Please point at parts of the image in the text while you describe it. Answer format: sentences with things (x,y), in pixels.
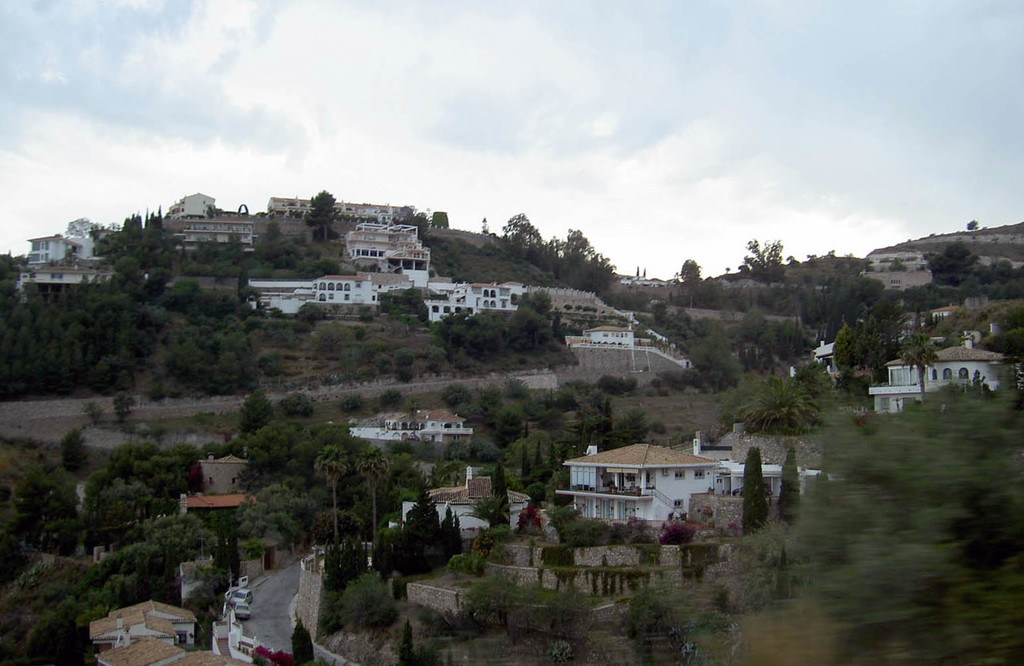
In this image there are trees (350,510) and there are houses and the sky (310,79) is cloudy and there are cars (244,602) on the road (293,581).
